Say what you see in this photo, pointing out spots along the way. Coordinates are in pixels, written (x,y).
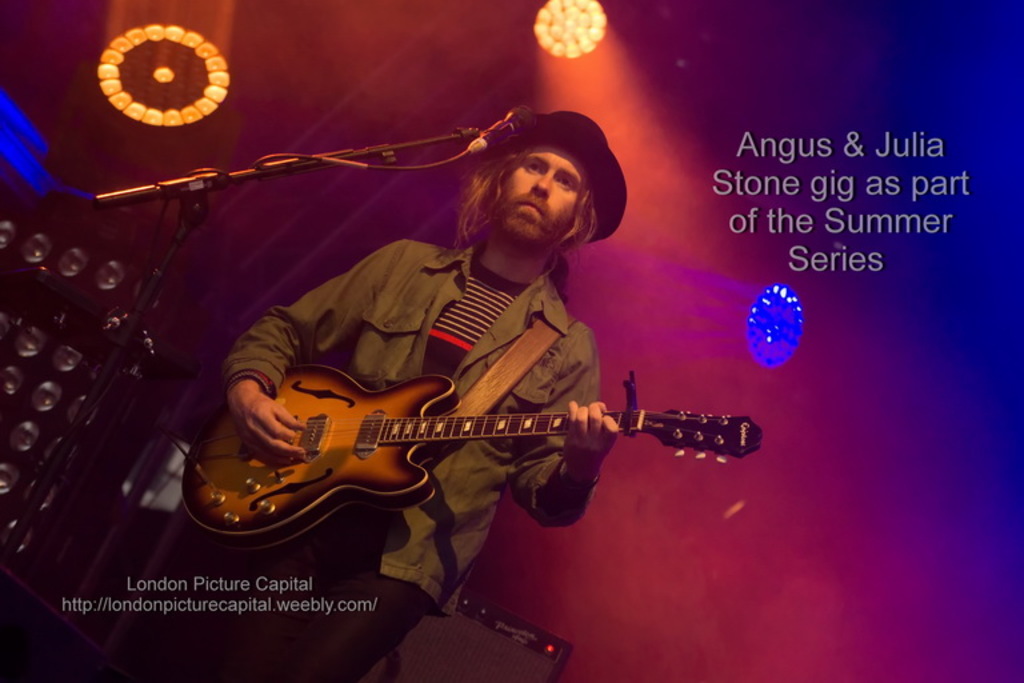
As we can see in the image there is a light (576,33), a man (564,339) standing over here. He is holding a guitar (344,473) and wearing a black color hat (591,146) and he is dressed in green color jacket (388,318) and on the left side (204,179) there is a mic (501,126).
